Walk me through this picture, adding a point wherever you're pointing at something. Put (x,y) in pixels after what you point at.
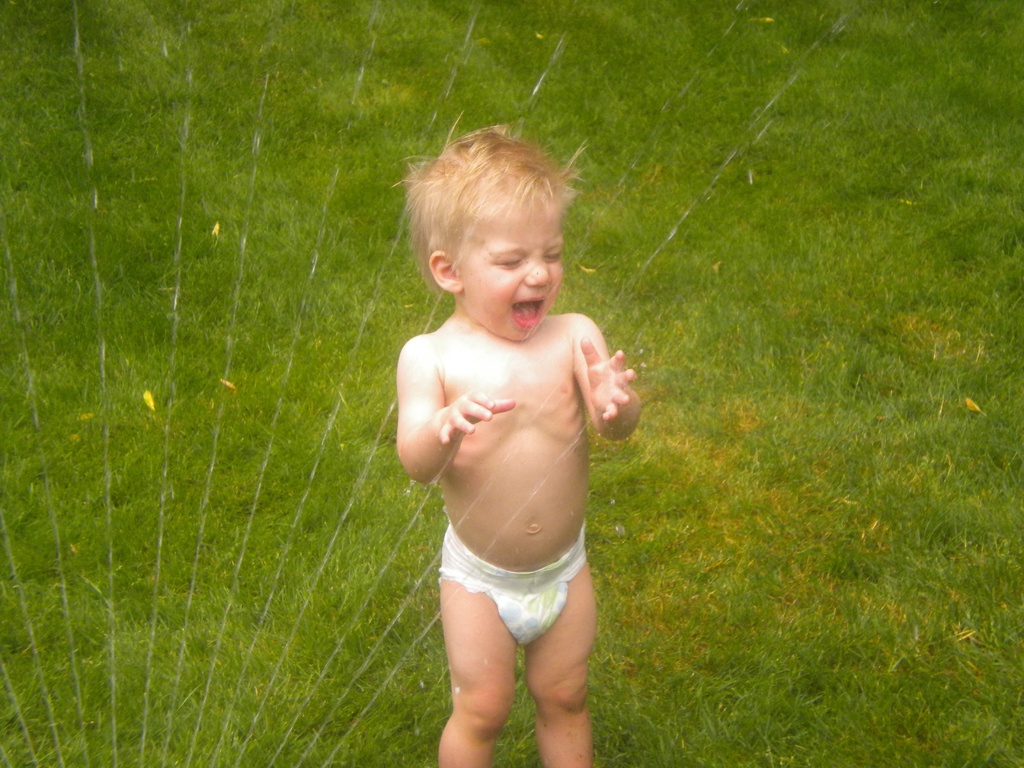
In this image we can see a kid (502,546) standing on the ground (730,556) and there is grass (324,432) in the background (332,447).
